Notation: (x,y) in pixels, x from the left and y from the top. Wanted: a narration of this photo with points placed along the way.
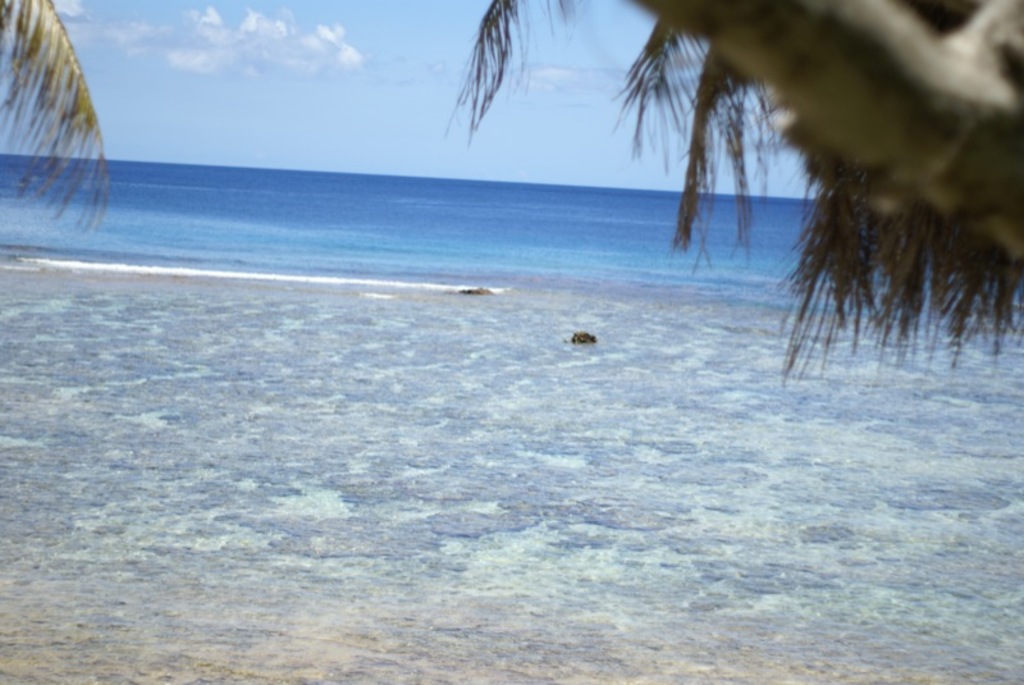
There is sea (474,312). At the top (481,63) there are leaves (746,193). In the back (332,67) there is sky (265,46).
